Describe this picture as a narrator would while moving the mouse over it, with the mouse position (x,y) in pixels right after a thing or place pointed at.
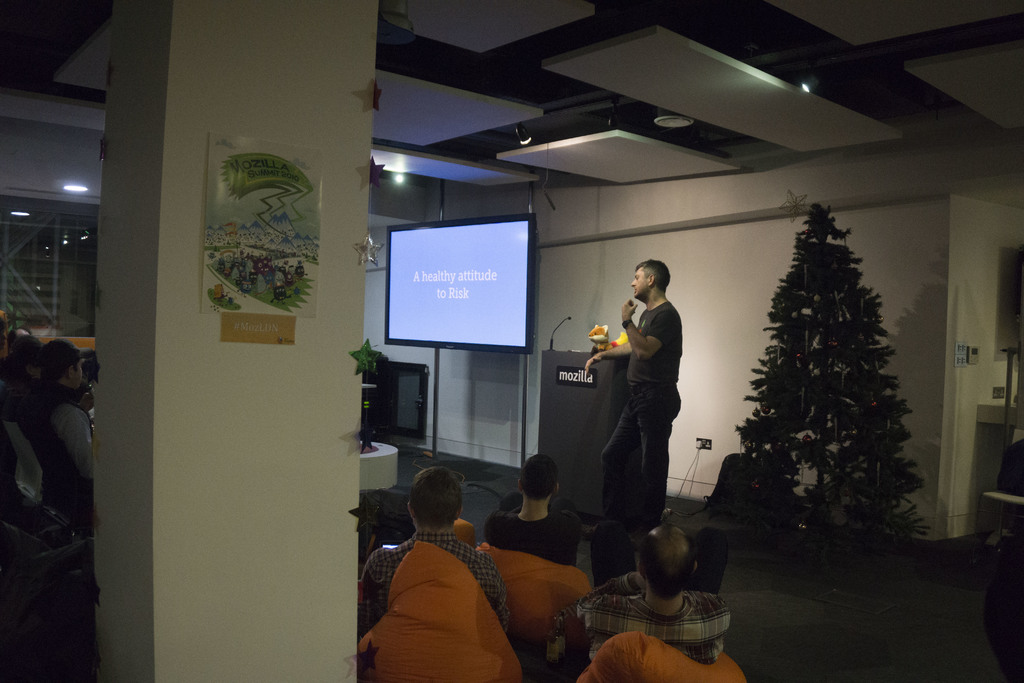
This image is taken indoors. On the left side of the image (75,417) a few people (73,460) are sitting on the chairs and there is a pillar (268,599) with a poster (244,293) on it. In the background (15,285) there is a wall (923,237) with a window (55,280). At the top of the image (462,61) there is a ceiling (592,106) with a few lights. On the right side of the image (754,486) there is a Christmas tree (837,398) on the floor (908,643). In the middle of the image (424,314) there is a television (436,337) and there is a podium (584,400) with a few things (565,379) on it. A man (652,419) is standing on the floor (749,578) and a few are sitting on the chairs (512,586).
